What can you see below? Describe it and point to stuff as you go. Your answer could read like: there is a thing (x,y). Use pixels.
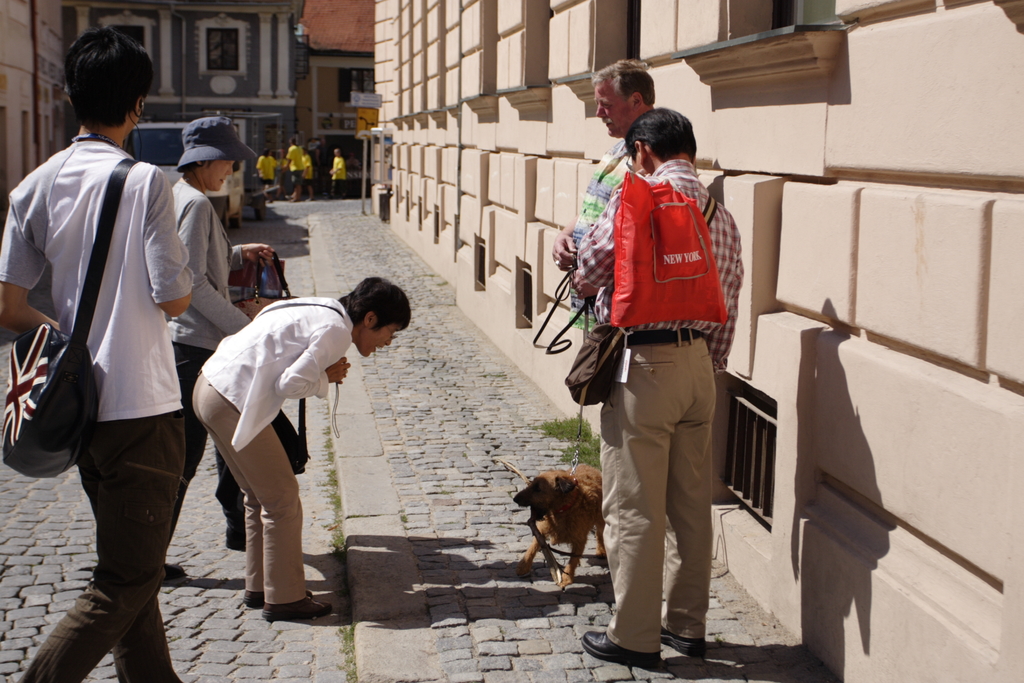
This image is taken out of the city where the persons (373,282) are standing and having smile. The man (148,295) at the left side (142,339) is wearing a backpack (56,376) and the persons (244,330) are standing and looking a dog (562,499) in front of them. The man (671,349) at the right side (692,358) is holding a red colour bag (668,288) with the text New York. In the background (289,169) there are four persons (302,164) standing. At the right side (781,125) there is a wall (524,113). In the center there is a grey colour building wall (187,67).
